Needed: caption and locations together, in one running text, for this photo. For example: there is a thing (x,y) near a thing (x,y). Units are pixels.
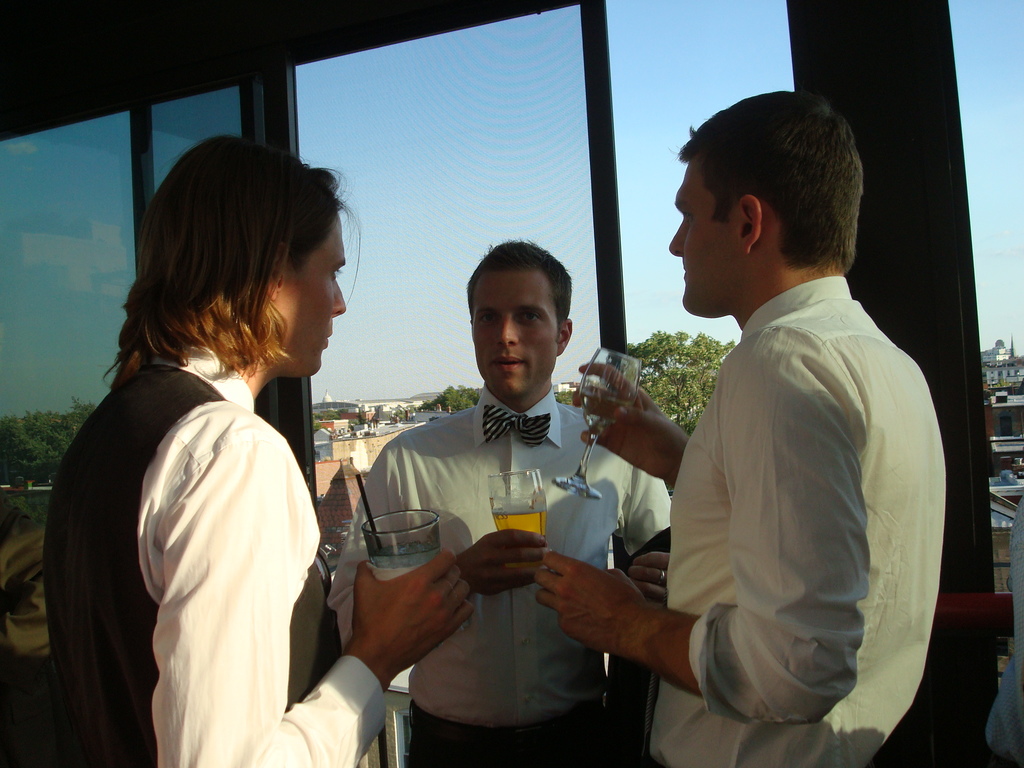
In this picture we can see three persons (744,667) are standing and holding glasses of drinks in the front (637,446), in the background (442,416) there are some buildings (363,399) and trees (563,399), on the left side (120,322) there is a glass (91,378), we can see the sky (749,38) at the top of the picture (509,124).
